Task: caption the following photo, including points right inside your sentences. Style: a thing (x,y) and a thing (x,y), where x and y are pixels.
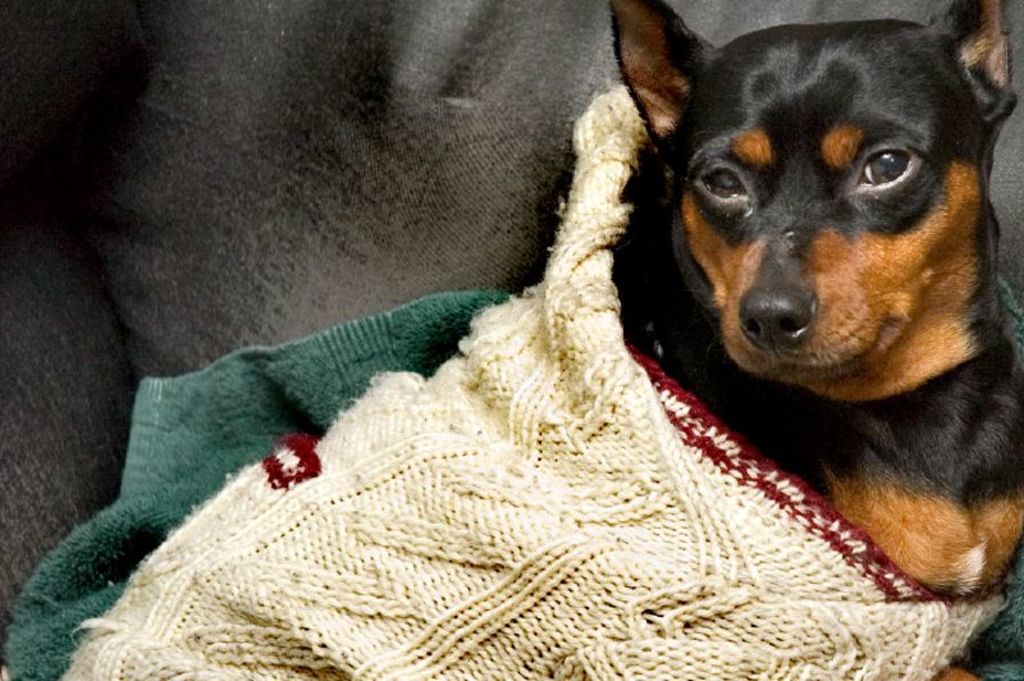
In this picture we can see a dog (884,342) and beside this dog (779,147) we can see clothes (342,504).
